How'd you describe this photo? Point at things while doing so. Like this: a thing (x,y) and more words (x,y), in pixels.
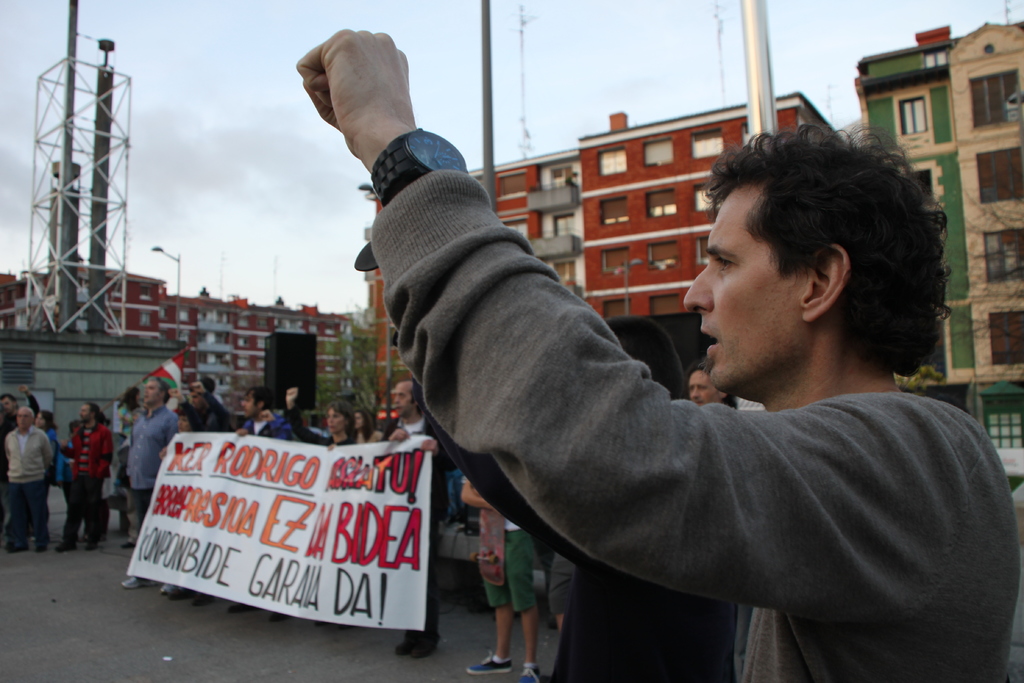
In this image, we can see a group of people (601,525) are standing. Few (309,437) are holding some objects (200,484). Background (1004,336) we can see buildings (382,362), trees (368,391), speaker (300,366), poles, walls (93,376), glass windows (567,228). Top of the image (605,63), there is a sky (241,163).
